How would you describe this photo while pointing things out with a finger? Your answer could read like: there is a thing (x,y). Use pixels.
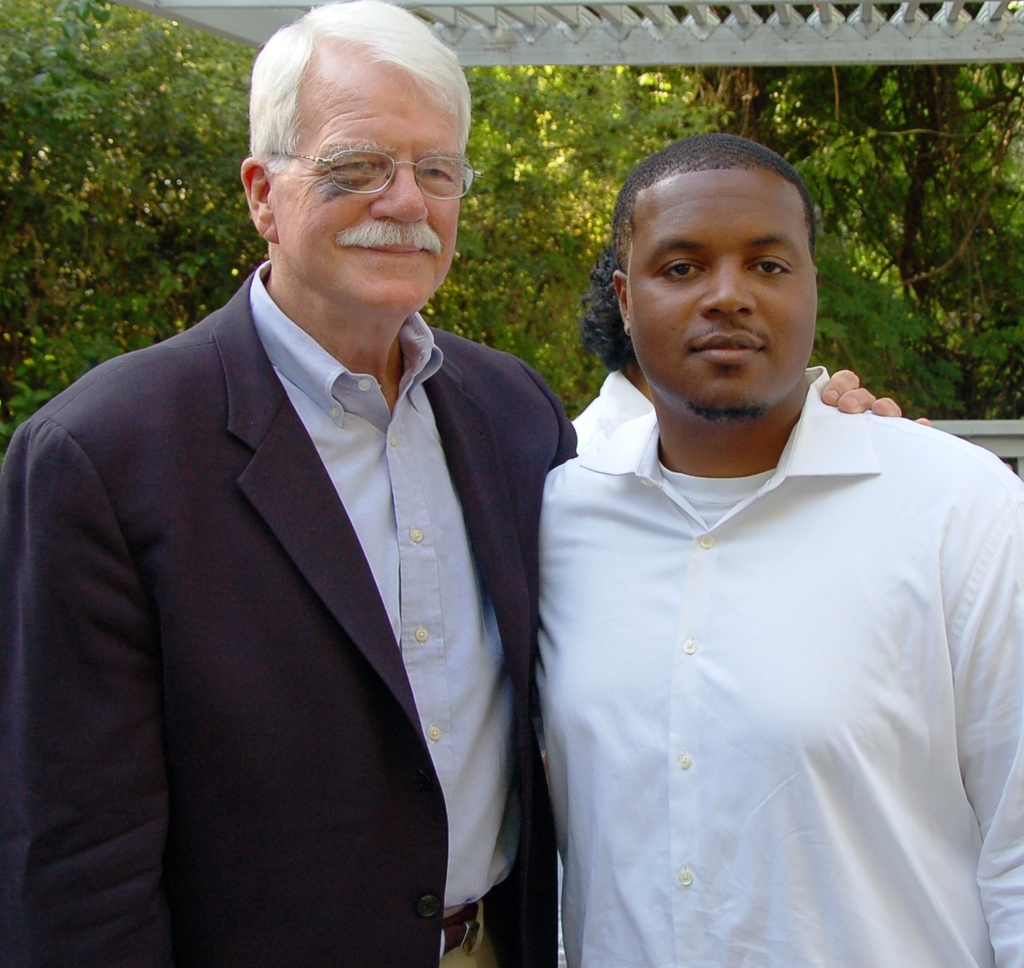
In this image there are two men (504,610) are standing. They are smiling. The man (489,527) to the left (289,672) is wearing a blazer (248,509). Behind them there are leaves (189,156) of trees (715,99). At the top (528,23) there are rods (571,27) to the ceiling (518,33).
